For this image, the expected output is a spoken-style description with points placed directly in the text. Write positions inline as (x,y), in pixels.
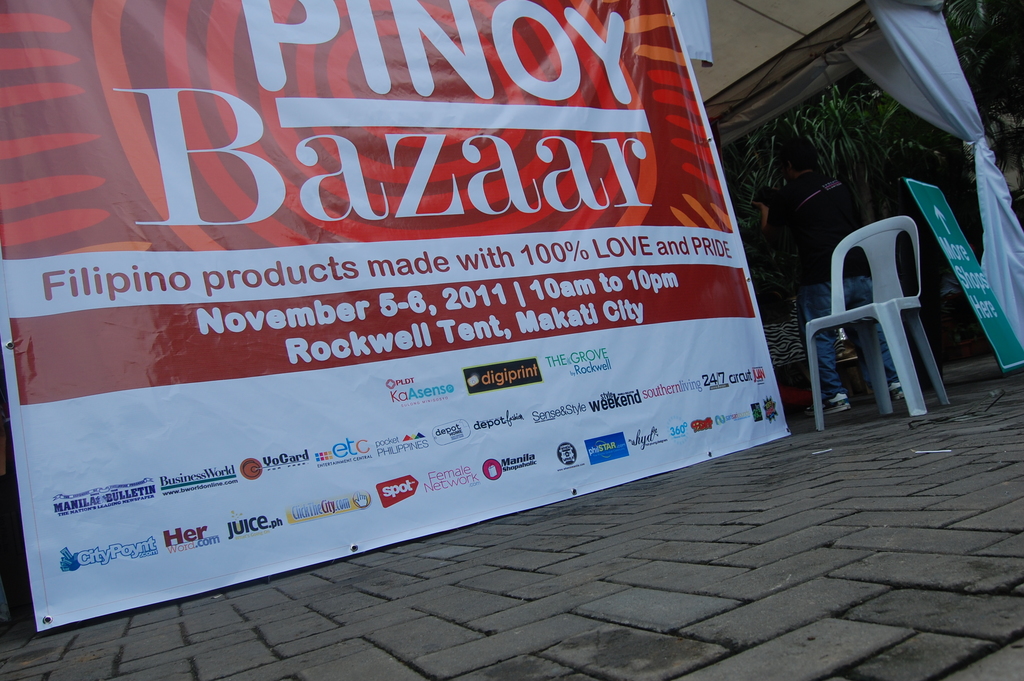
In this image there is a banner (403,293) on the floor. On the right side (918,300) there is a chair (888,293). Beside the chair (888,293) there is a person (776,195). On the right side (961,107) top there is a curtain (954,120). Beside the curtain (954,107) there is a board (954,243). In the background (835,138) there are trees (844,142).
